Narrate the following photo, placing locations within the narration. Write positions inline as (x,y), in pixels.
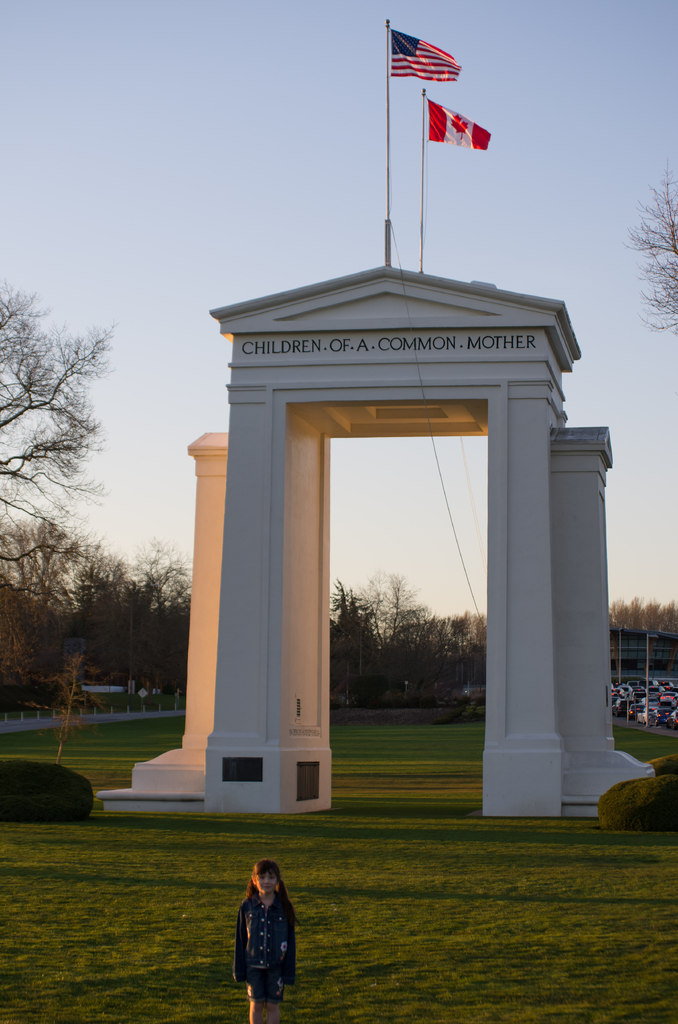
In this image I can see an arch (502,657) which is white in color and two flags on the arch (368,299). I can see a girl (284,896) wearing jacket (249,919) is standing on the ground (315,982). I can see few bushes (634,809), few trees (62,604) and few cars (634,709) on the ground (623,747). In the background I can see the sky (494,222).
